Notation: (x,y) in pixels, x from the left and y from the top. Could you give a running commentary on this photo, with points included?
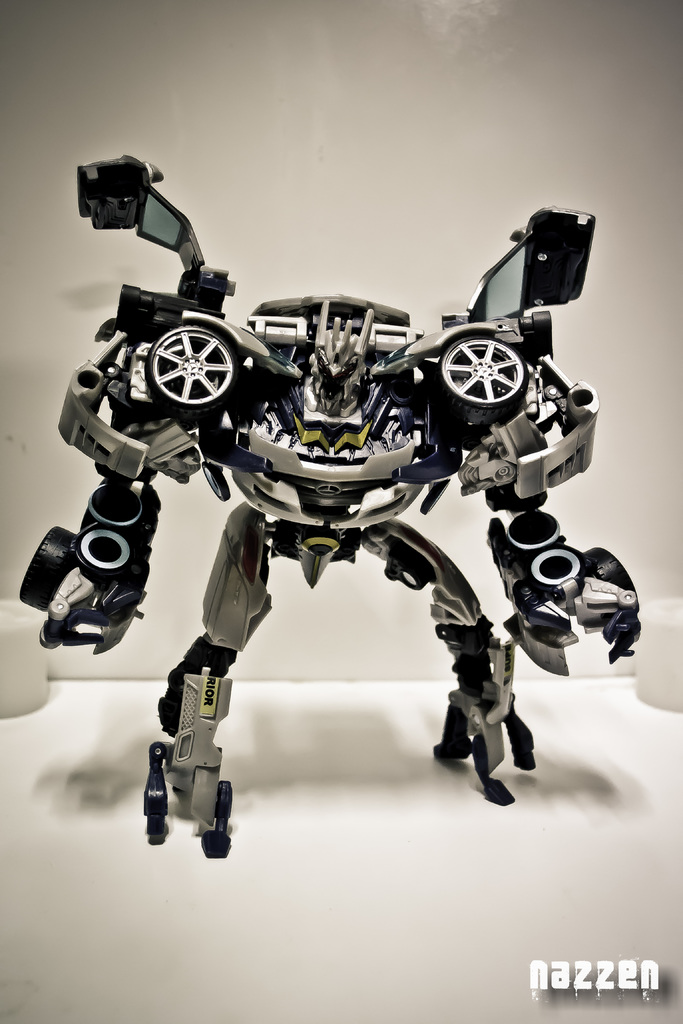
In the middle of the image (305,467) we can see a toy (358,535), at the right bottom of the image (587,970) we can find a watermark (599,968).
